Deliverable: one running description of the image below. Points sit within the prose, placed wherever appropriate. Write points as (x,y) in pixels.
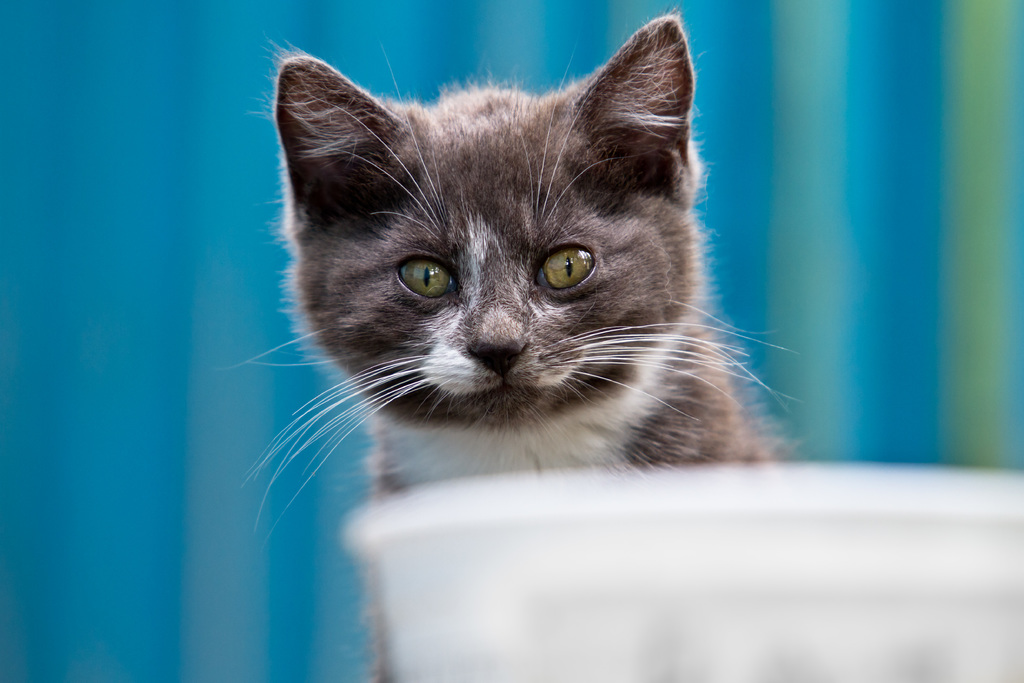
In this image we can see one cat (633,455), one white color object (443,520) looks like a bowl (800,555) on the bottom right side of the image (936,511), there is a blue with light green lines (800,58) background (904,186) and the image is blurred.
